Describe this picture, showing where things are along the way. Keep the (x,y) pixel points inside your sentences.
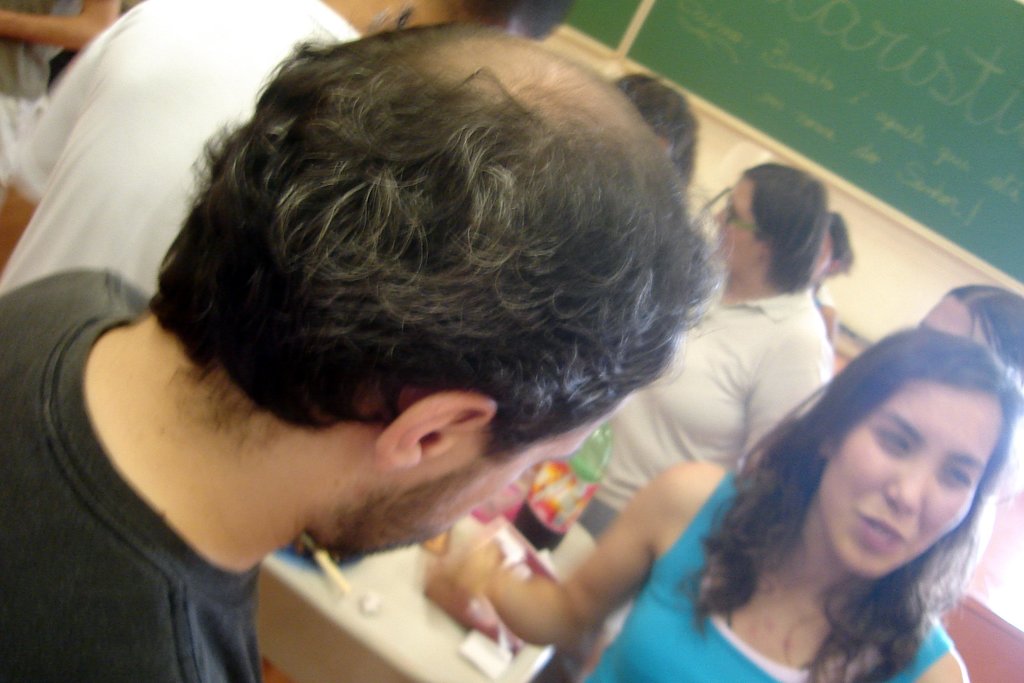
In this image there are group of people (578,388) standing, there are some objects (522,547) and a bottle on the table (354,585), and in the background (1000,52) there are boards (984,202) to the wall (711,212).
